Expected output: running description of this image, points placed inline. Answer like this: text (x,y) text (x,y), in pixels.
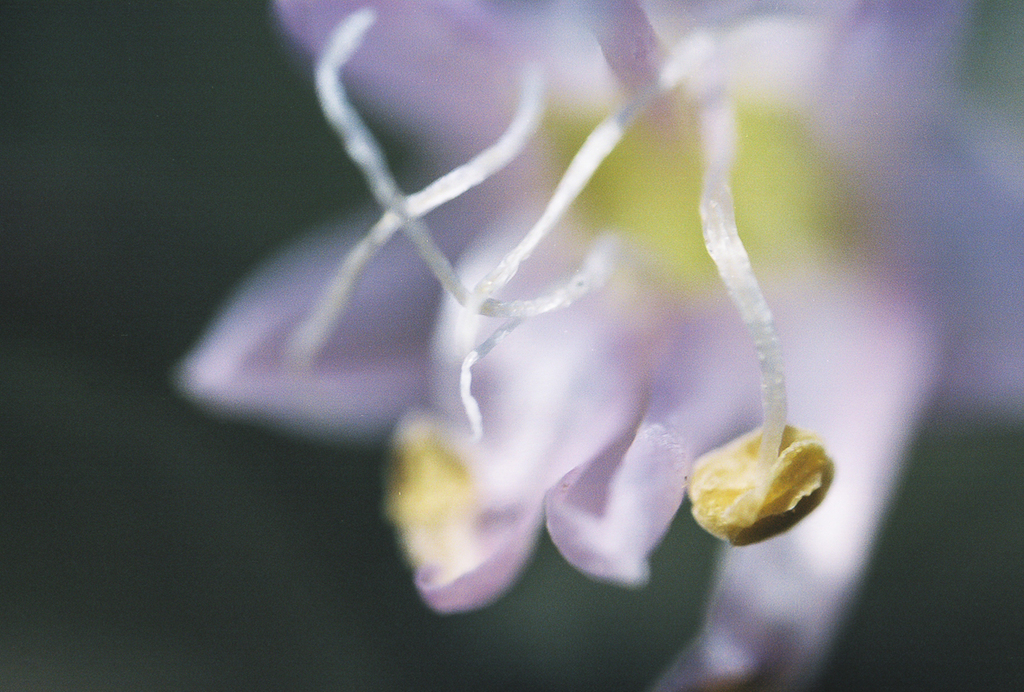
In this image I can see the flower (560,378) which is in yellow and purple and there is a black background (25,442). And this is a blurred image.
